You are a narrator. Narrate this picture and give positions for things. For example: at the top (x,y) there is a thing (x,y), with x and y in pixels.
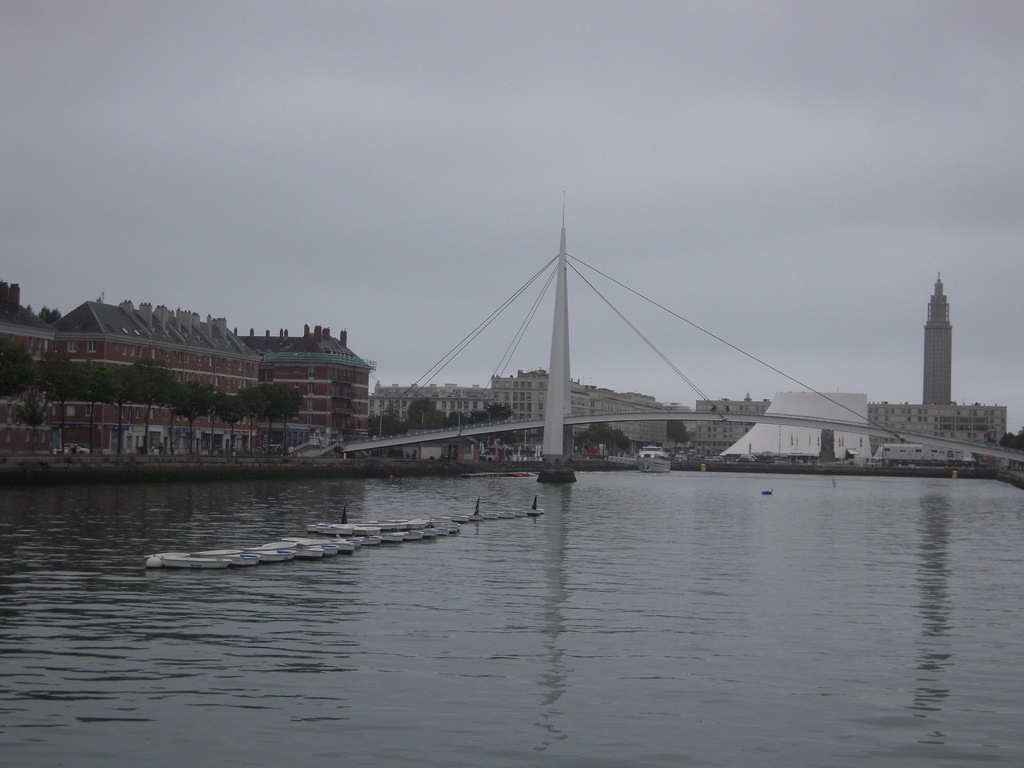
In the image we can see there are buildings (923,419) and trees (118,376). Here we can see bridge (575,419), tower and the sky (744,132). We can even see there are boats (315,552) in the water (559,627).
